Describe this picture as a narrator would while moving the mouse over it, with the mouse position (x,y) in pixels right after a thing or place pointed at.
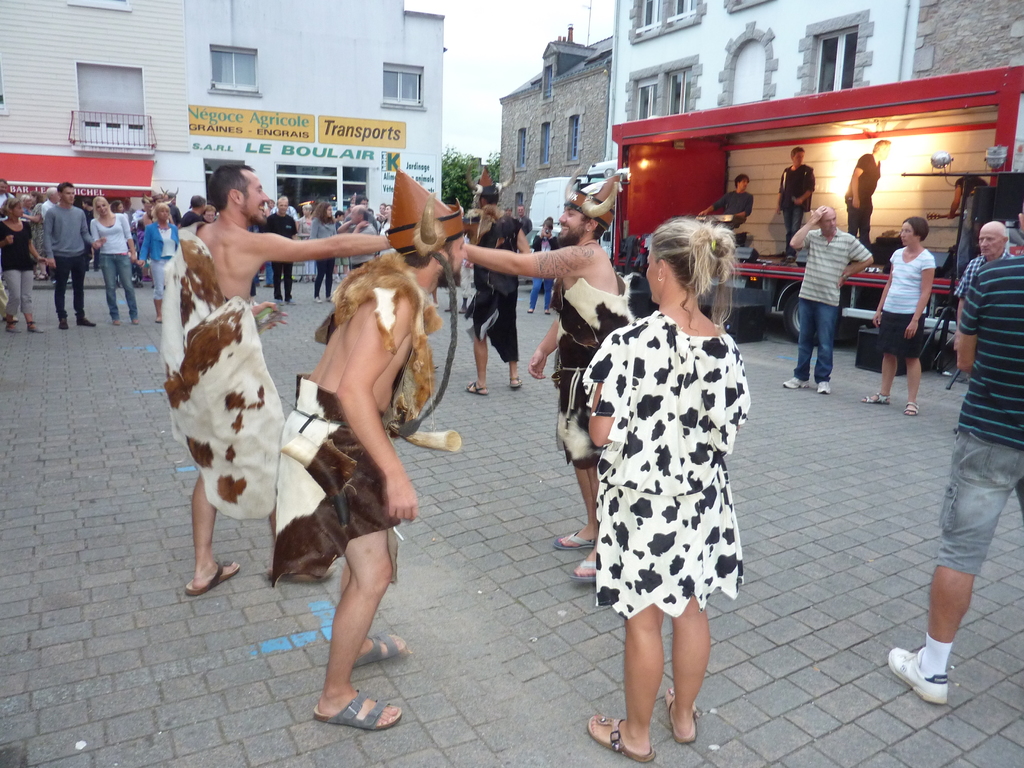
In this image I can see few people (336,522) with the costumes (447,375). To the right (762,336) I can see the speakers (879,370) and I can see few people (863,214) are standing in the truck (811,209). In the background (827,274) I can see the group of people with different color dresses (909,316) and there are the buildings (417,128) with boards (355,132) and the windows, trees (492,166) and the sky (501,62).
